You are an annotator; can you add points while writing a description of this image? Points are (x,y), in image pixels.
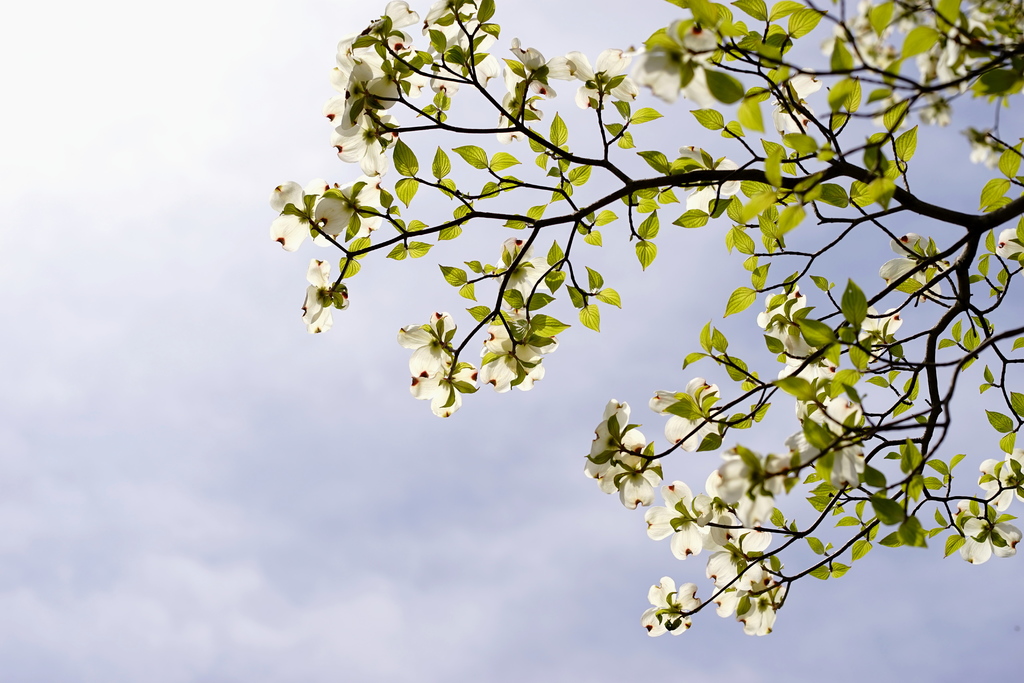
In this picture I can see branches (582,292) with flowers (690,492) and leaves (706,163), and in the background (335,491) there is the sky (370,609).
